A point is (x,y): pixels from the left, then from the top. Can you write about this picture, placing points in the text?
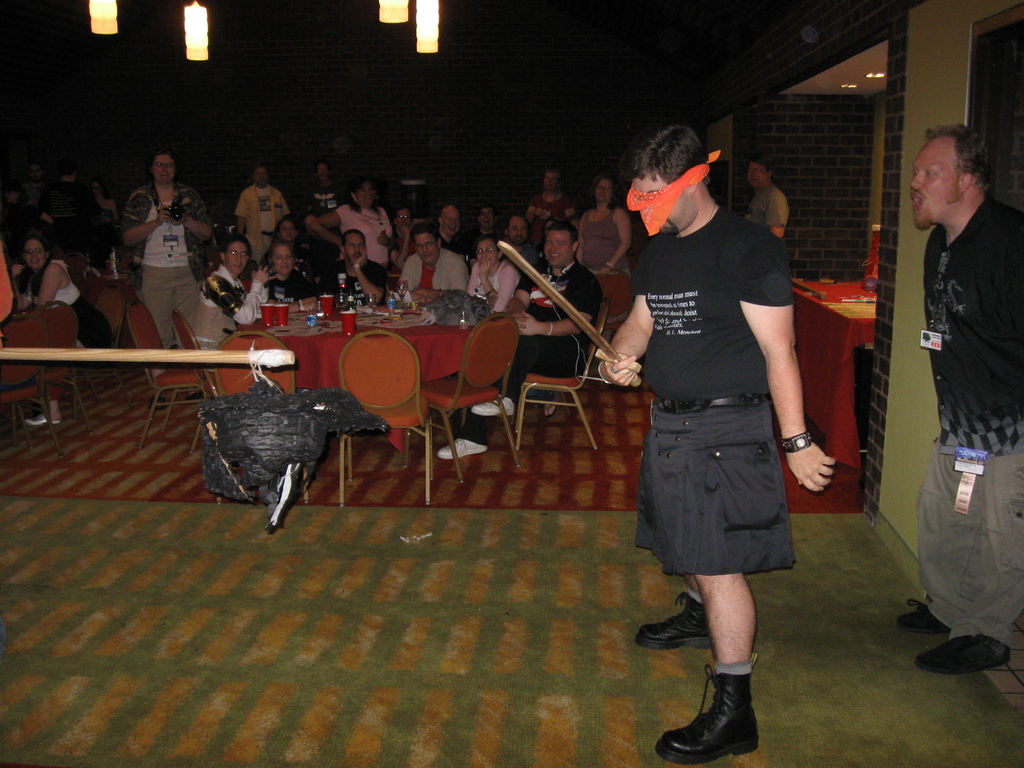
This picture is taken inside the room (378,480). In this image, on the right side (690,403), we can see a man (675,218) wearing a black color shirt (714,255) and holding a stick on his hand (627,371). On the right side (1021,363), we can also see man (983,276) standing on the mat (927,715). In the background (203,338), we can also see a group of people (360,206) sitting on the chair (510,346) in front of the table (454,332) and few people (284,206) are standing. On the table (454,348), we can see a cloth (428,335), glasses (398,309) and a bottle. On the left side (49,349), we can see a stick (256,360) and hand (5,292) of a person (5,276). On the right side (825,321), we can also see another table (830,287), on the table (874,278), we can see a bottle (873,281) and a cloth (808,414). In the background (297,105), we can see black color. At the top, we can see few lights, at the bottom (286,652), we can see a mat (619,437).
